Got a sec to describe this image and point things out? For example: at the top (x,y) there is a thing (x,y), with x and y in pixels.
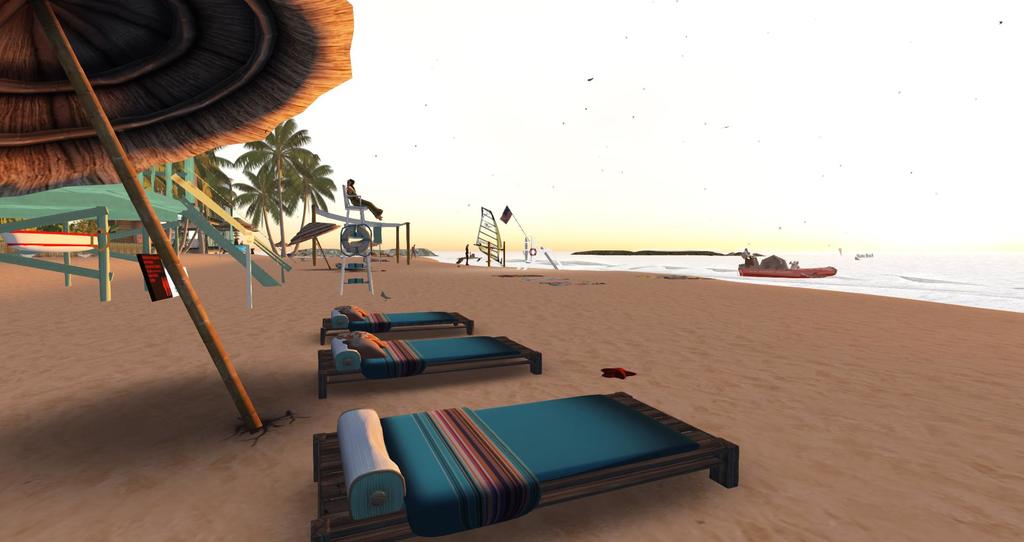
In this image I can see there is an animated picture. And there is a person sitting on the chair (347,198). And there are beds (705,459), Trees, Sand (722,399), Stairs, boat (755,268) and water (958,275). And at the top (576,98) there is a sky (321,128).
